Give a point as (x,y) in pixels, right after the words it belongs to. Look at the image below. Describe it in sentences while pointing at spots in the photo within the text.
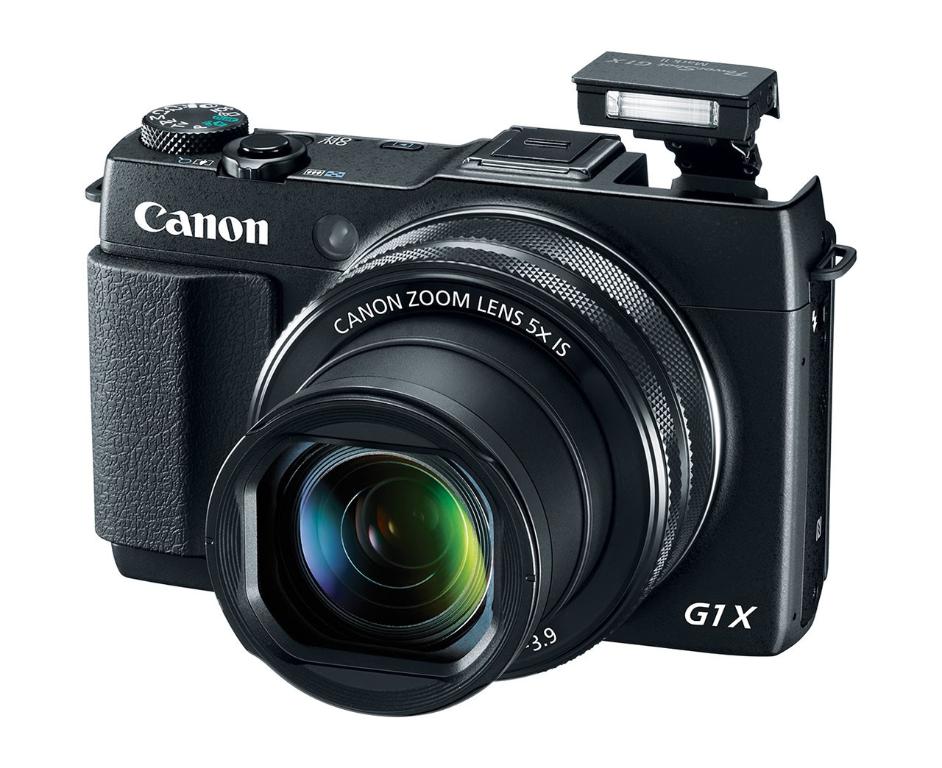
As we can see in the image there is a black color camera (465,334).
